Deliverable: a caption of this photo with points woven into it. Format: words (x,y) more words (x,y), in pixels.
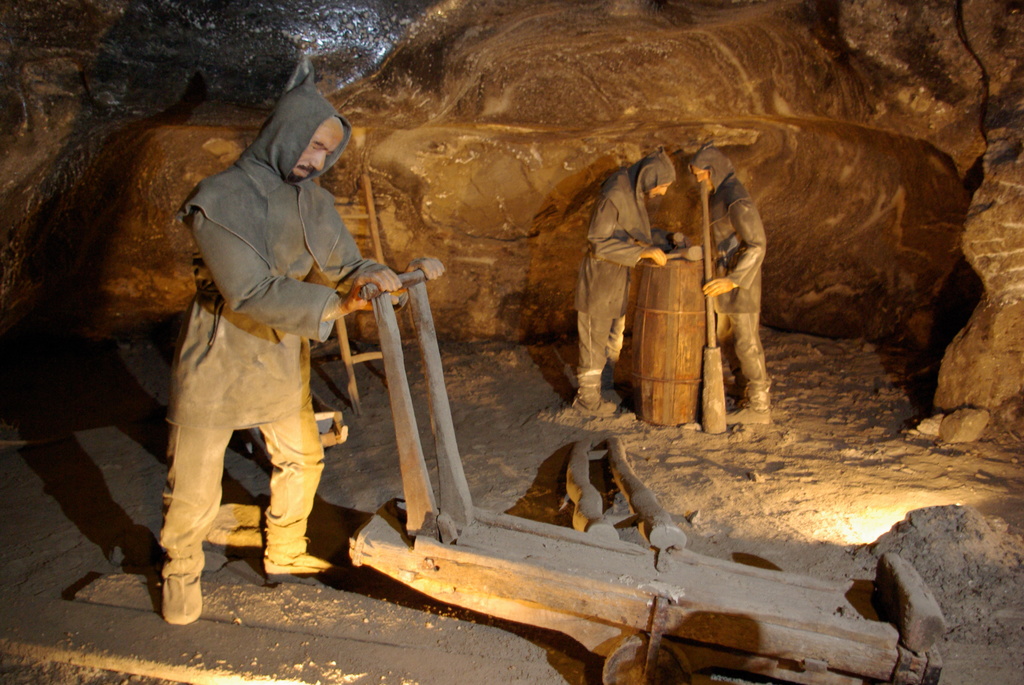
This picture looks like a cave (354,209) and few statues (202,276) of men (240,343) and I can see a statue (365,266) holding a cart (666,579) and other couple of statues (720,277) working on a barrel (673,318) and I can see few wooden poles (595,492) on the ground (557,514).
